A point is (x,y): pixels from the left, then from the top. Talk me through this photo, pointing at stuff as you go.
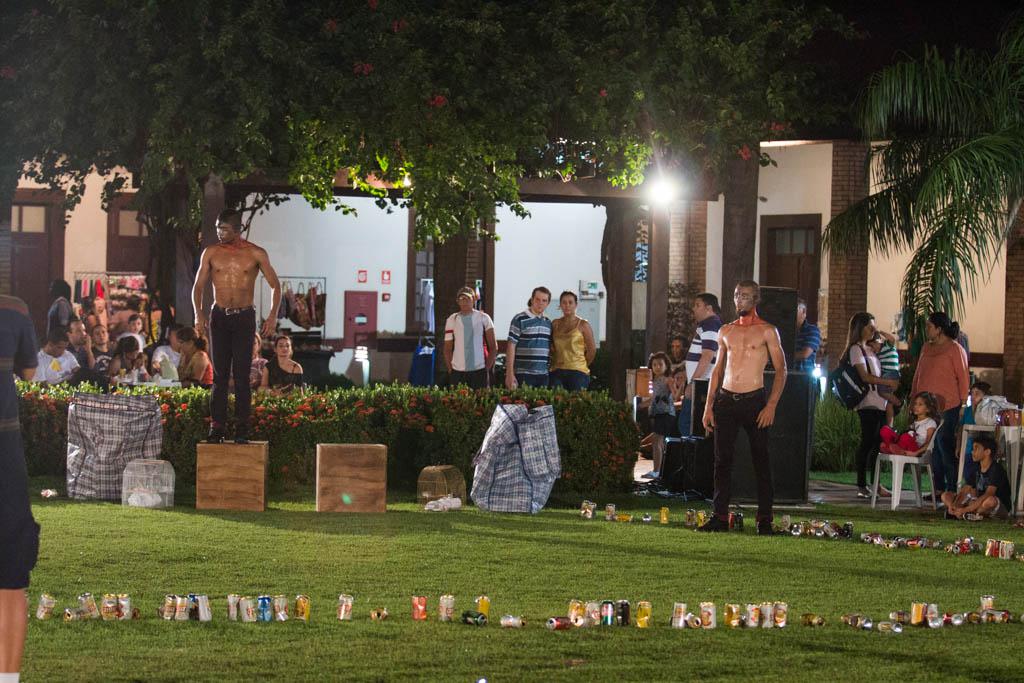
In this picture we can see people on the ground (614,592), here we can see a table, stool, coke tins (376,617), plants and some objects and in the background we can see a building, trees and some objects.
